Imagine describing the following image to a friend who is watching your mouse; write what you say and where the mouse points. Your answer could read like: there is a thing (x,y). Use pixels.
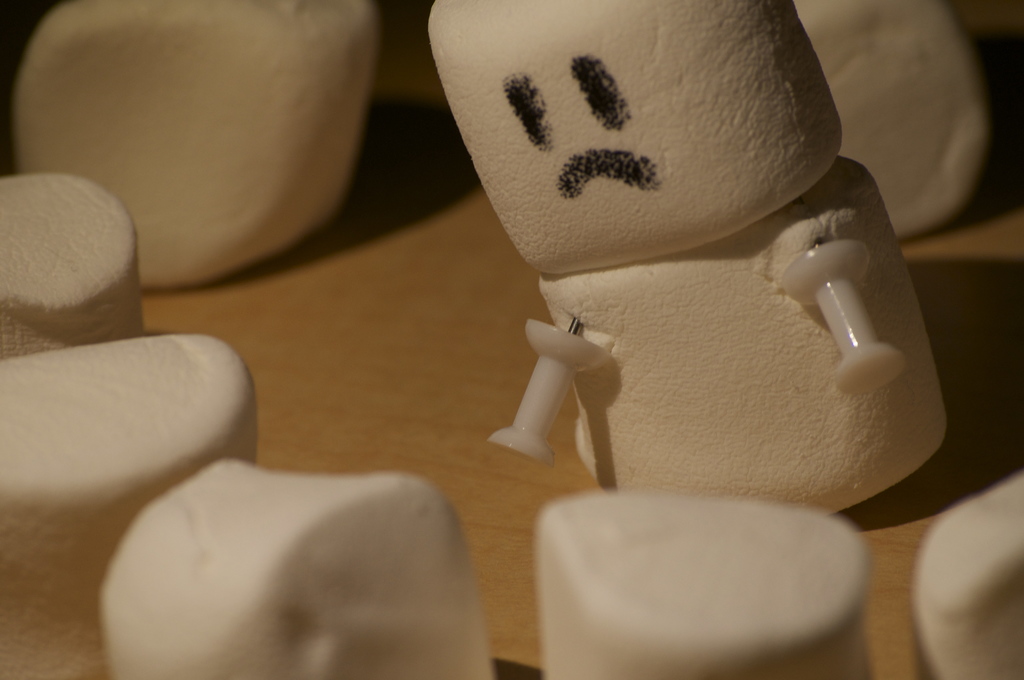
In this image there are a few marshmallows (204,139) on the table (402,407). Those are white in color and there are two push pins (542,347).
